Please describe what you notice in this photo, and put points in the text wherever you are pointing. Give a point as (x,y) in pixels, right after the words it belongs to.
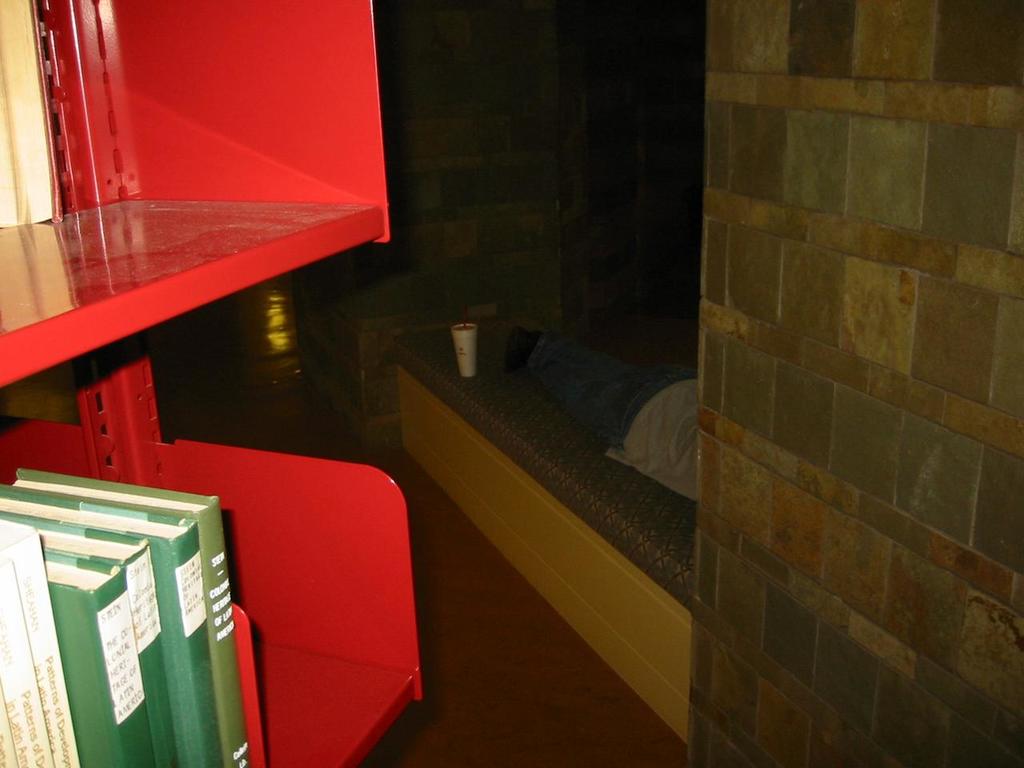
In this image, we can see a person (651,463) is lying on the bed (563,470). Here we can see a glass (468,350) on the bed (461,474). Left side of the image (148,309), we can see a red color racks (157,302). Few books (167,595) are placed on it. Right side of the image (969,565), there is a wall (910,481).
